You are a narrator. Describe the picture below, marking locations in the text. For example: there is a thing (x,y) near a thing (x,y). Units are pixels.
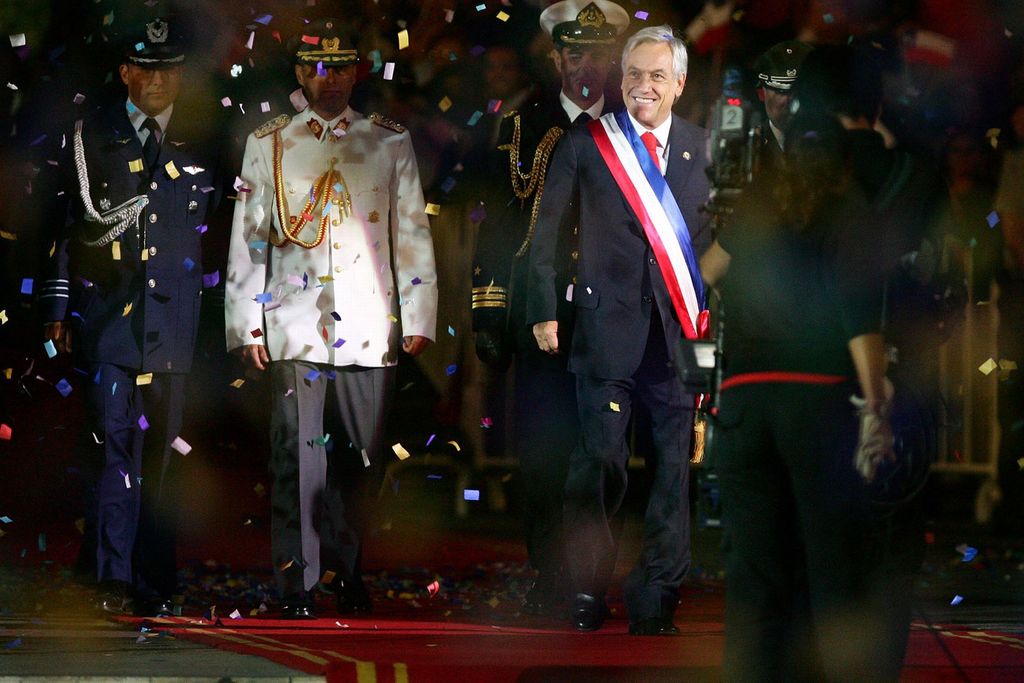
In this image we can see few people (586,160) standing on a red carpet (459,650), there is a camera (716,187) in front of them and a person (806,279) is holding a white color object (868,451) and there are paper (449,443) on air (454,155).
